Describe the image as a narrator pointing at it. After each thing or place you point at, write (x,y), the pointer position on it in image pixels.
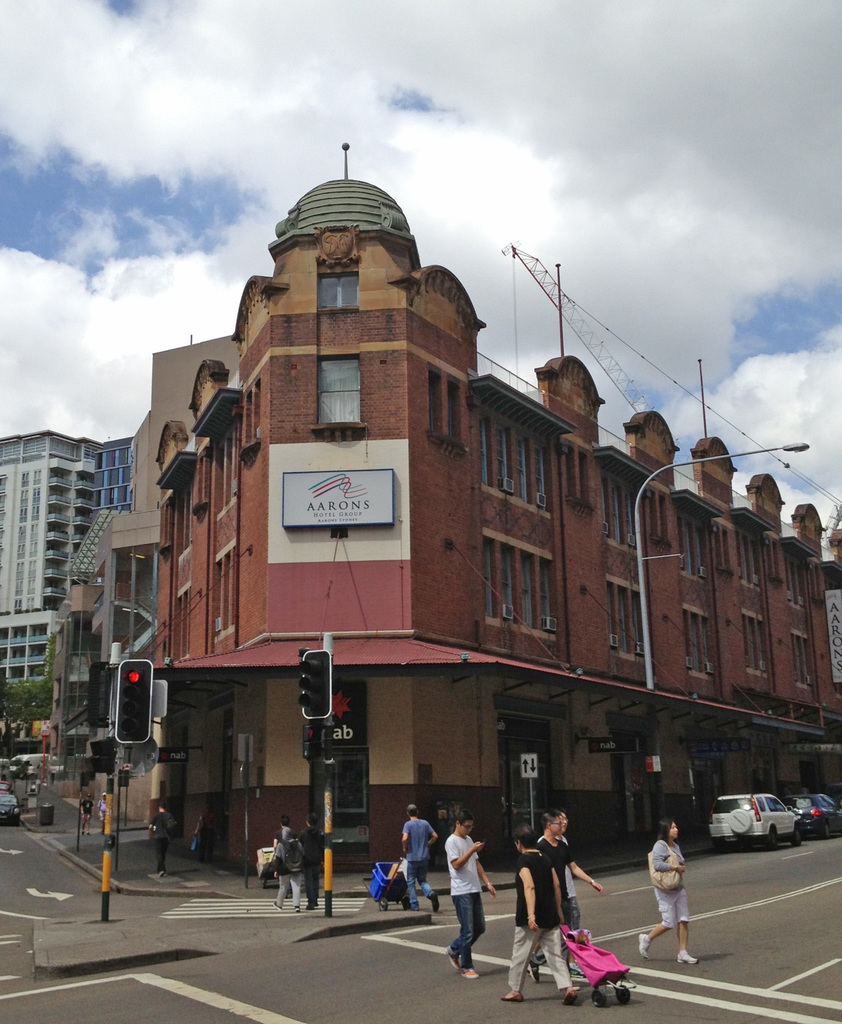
In the center of the image (365,389) there are buildings (417,693). There is traffic signal (317,670). At the bottom of the image (327,964) there is road (241,962). There are people (538,910) walking on the road (593,893). At the top of the image (185,163) there is sky (152,150) and clouds (771,254).
